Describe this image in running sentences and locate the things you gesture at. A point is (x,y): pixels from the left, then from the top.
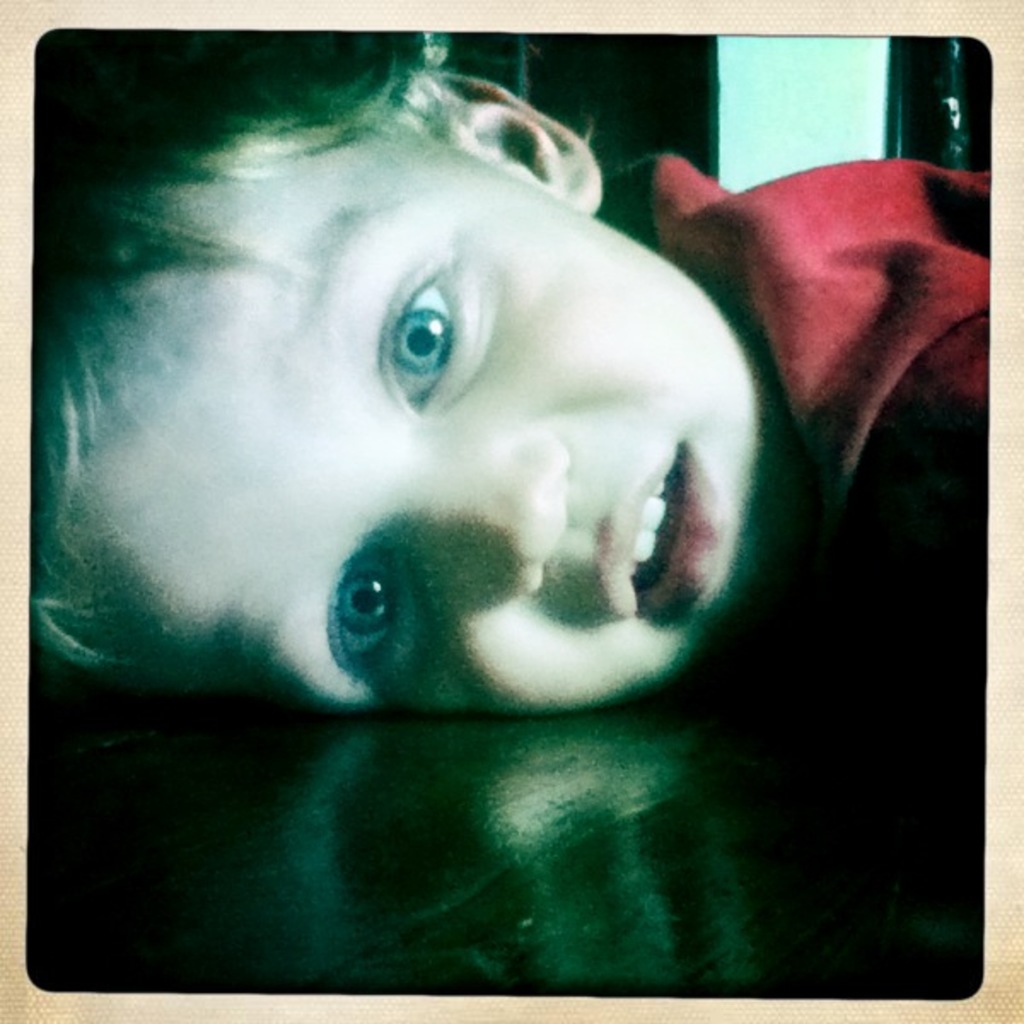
In this image we can see the face (419,497) of a boy (494,416) who is resting his head (496,709) on the table (482,796). The boy (746,384) is wearing the red shirt (833,305).
